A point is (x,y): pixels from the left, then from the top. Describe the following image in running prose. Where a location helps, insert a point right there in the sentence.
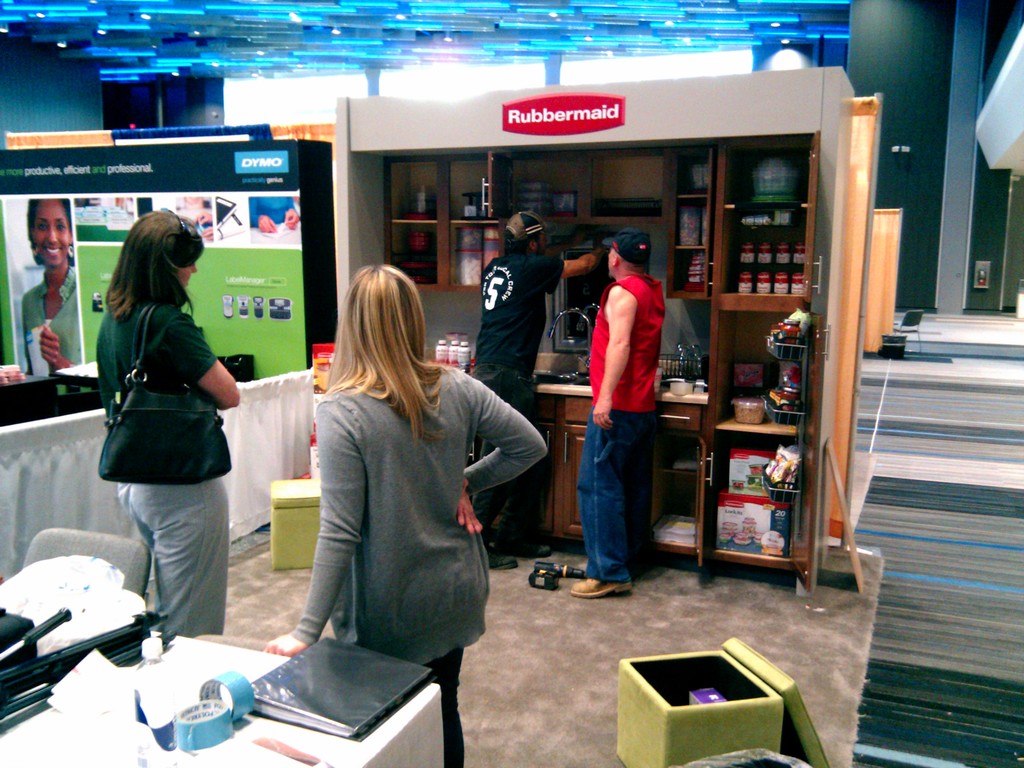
This is the picture of a place (665,551) where we have some people (583,584) and also we can see a desk (71,739), shelves (796,479) in which some things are placed and also we can see a board (81,269), poster (46,292) and some lights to the roof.
